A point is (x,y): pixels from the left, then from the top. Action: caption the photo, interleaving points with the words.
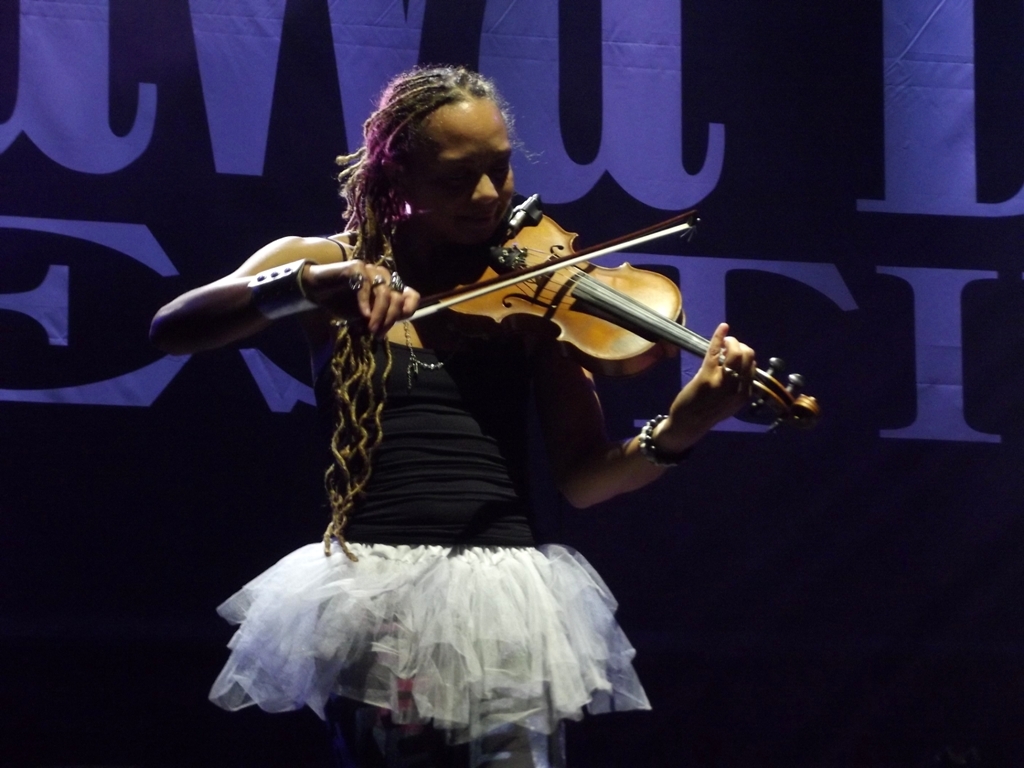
We can see one women (608,626) in a pretty black and white frock (467,581) playing a violin (625,277). On the background (706,109) there is a banner (571,116).
